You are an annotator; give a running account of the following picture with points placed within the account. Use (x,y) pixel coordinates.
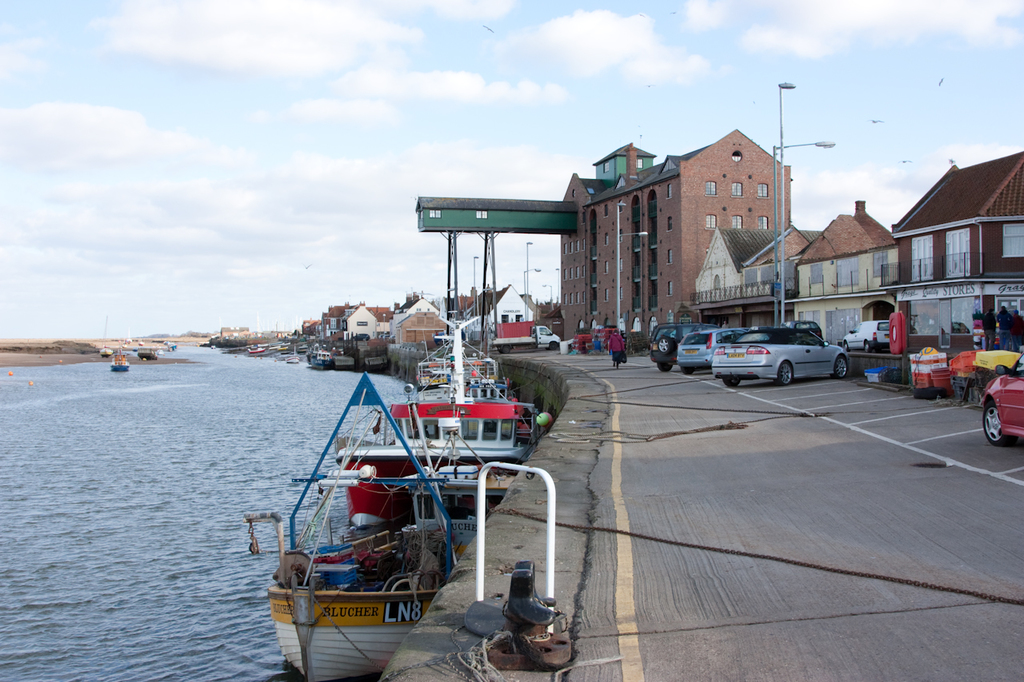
In this image, I can see the buildings (1014,274) and the vehicles (811,364) on the road (971,405). There are several street lights (783,171) in front of the buildings (878,295). I can see the boats (405,449) on the water (253,460). In the background (216,220), there is the sky (489,52).
